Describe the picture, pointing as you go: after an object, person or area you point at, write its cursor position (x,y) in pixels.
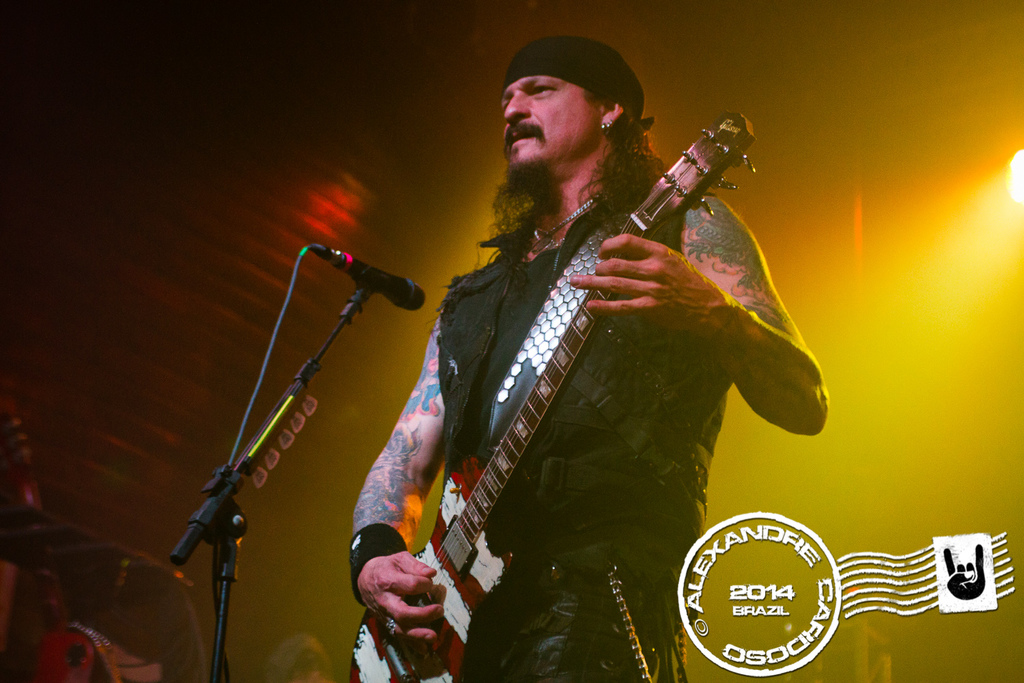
A man (641,450) is standing and also playing the guitar (573,357). He wear a cap (627,84) on his head (628,134) there is a microphone (414,303) in the left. There is light (989,217) in the right (997,201). He wear a black color dress (570,373).
